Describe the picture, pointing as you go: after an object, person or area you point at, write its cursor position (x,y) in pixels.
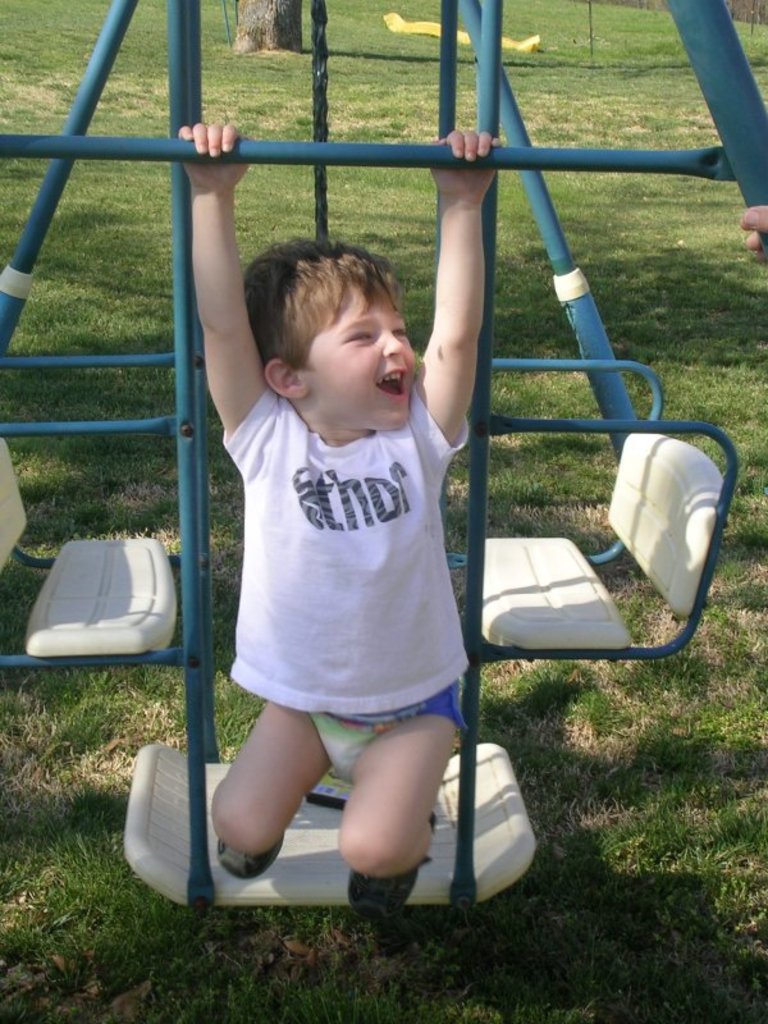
In this image there is a kid (361,275) hanging from the metal rod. Behind him there are empty chairs (616,424). At the bottom of the image (592,925) there is grass (683,890) on the surface (687,789). In the background of the image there is a tree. There is a mesh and there is some object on the surface (518,55).
